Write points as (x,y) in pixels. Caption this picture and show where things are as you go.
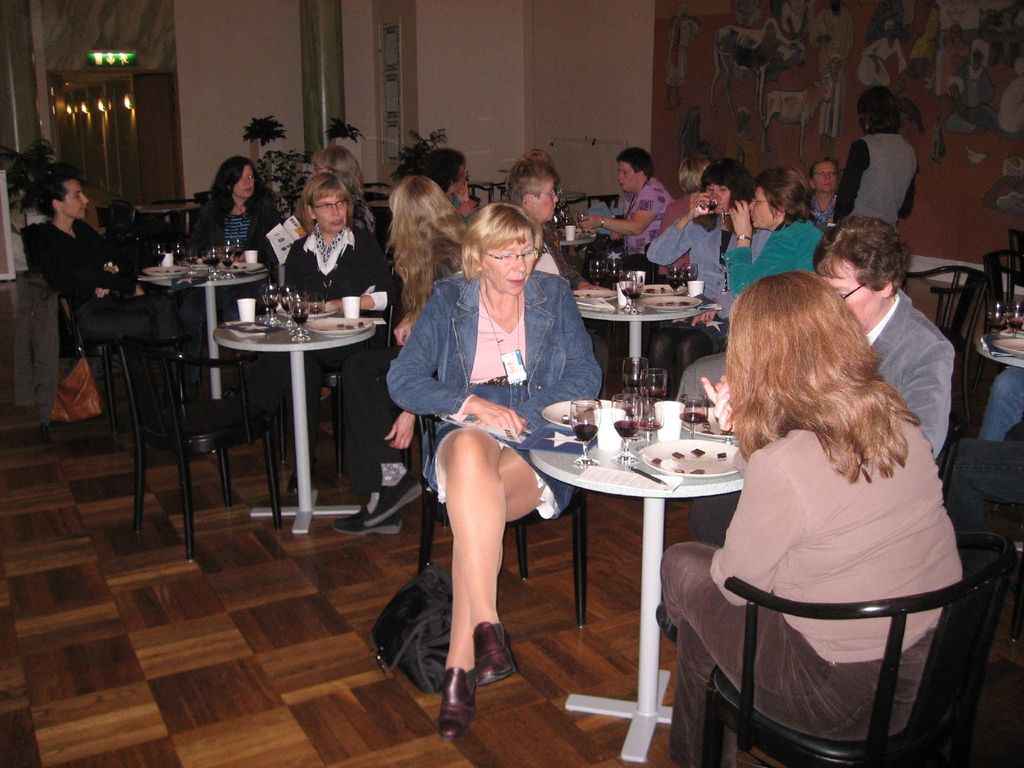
In this image I see lot of people (77,271) who are sitting on the chairs (99,343) and there are lot of tables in front and I can also see that there are glasses (634,406) and plates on the table (736,485). In the background (659,108) few plants (300,211) and the wall (501,115).
